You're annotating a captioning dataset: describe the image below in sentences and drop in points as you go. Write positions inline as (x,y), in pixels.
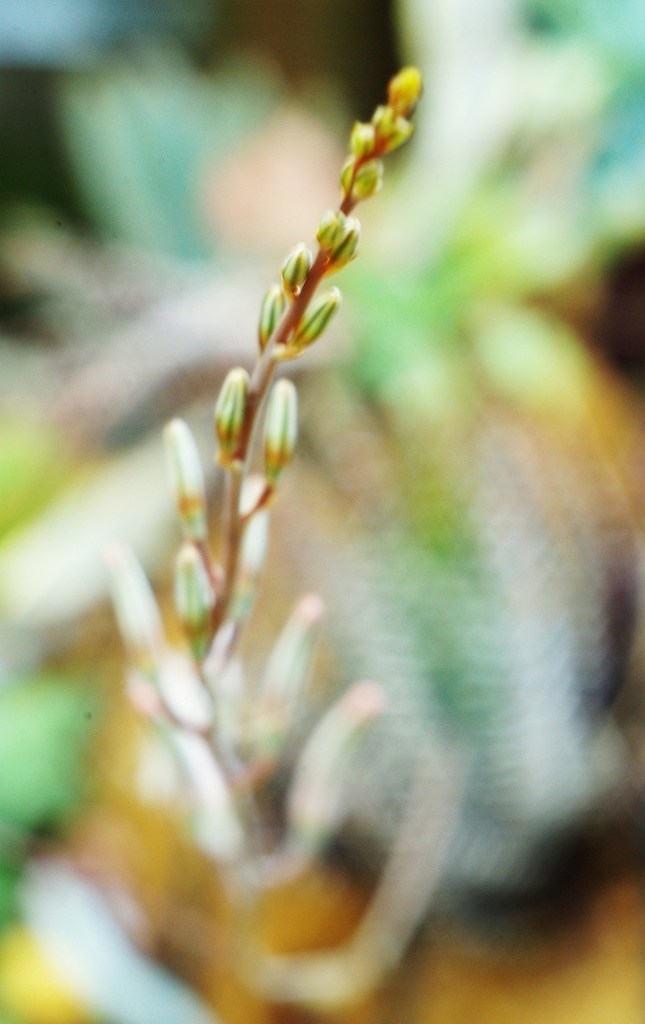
In this picture there is a plant (305,611) in the image.
